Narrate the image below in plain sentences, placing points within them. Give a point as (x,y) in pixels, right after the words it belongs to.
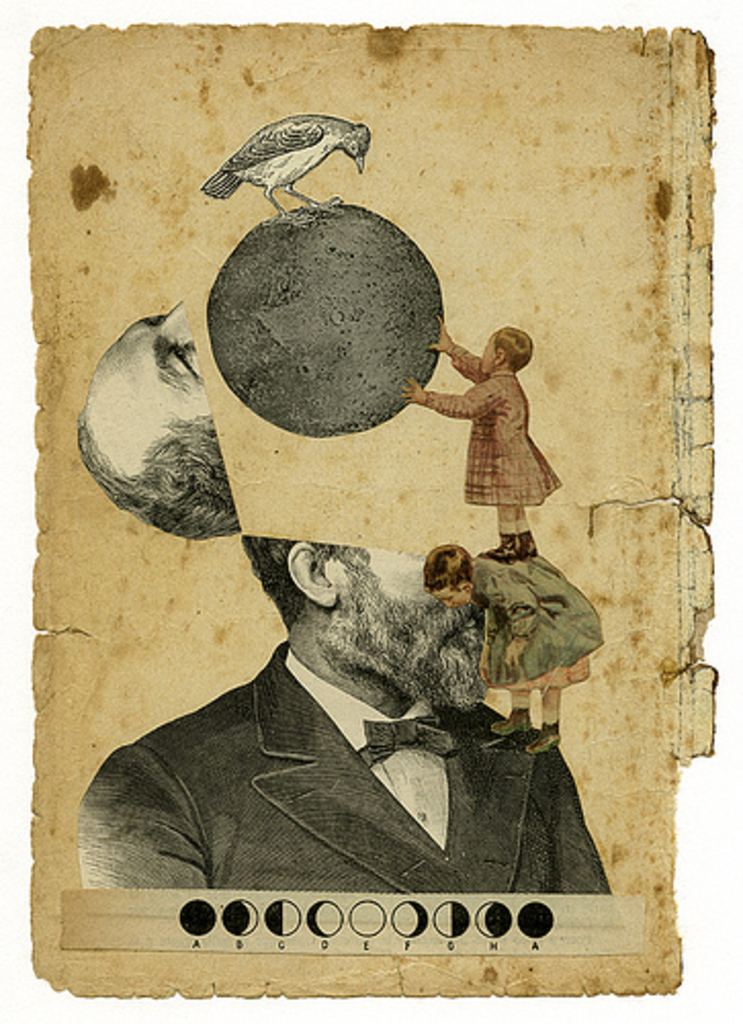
In this image I can see the poster (158,587). In the poster (99,680) I can see the person (235,730) with the blazer (311,816) and I can see two children (484,560) on the person (393,760). There is a bird (263,164) on the black color object (280,351). To the left (165,402) I can see the head (141,421) of the person (157,493).
